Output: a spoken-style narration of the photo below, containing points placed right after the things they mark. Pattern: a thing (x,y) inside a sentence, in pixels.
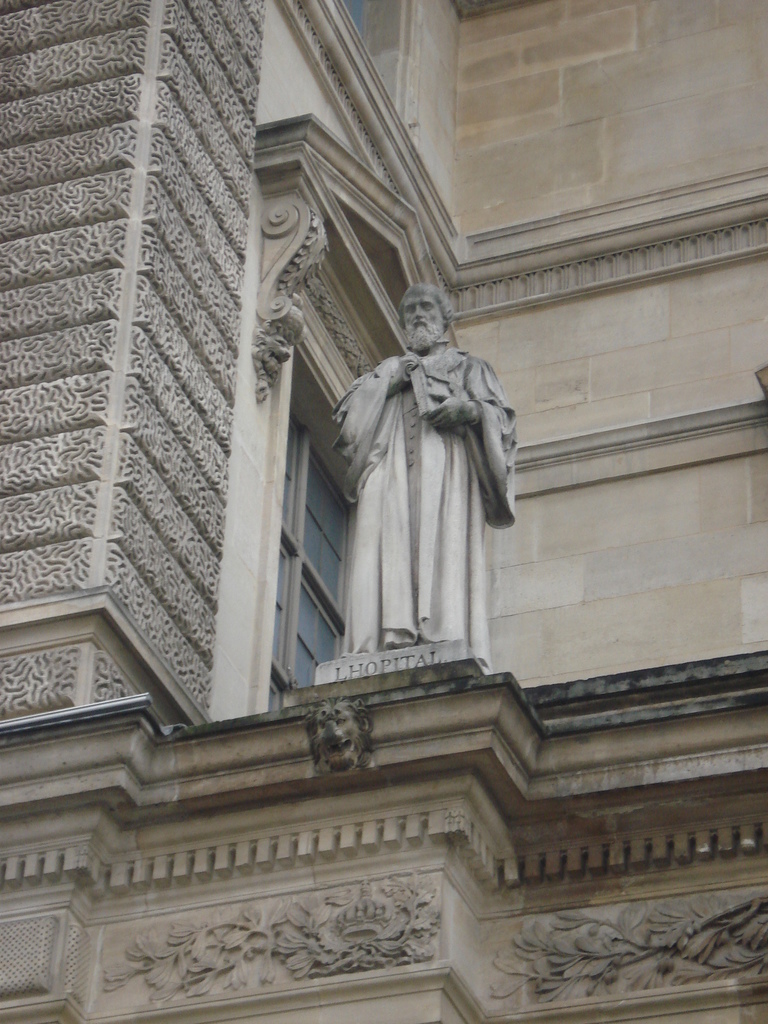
This picture is clicked outside. In the center (404,366) we can see the sculpture (413,356) of a person (434,411) holding some object (426,400) and standing and we can see the sculpture (364,748) of some other object (349,746). In the background (607,177) we can see a wall (607,177) of a building (624,62).
